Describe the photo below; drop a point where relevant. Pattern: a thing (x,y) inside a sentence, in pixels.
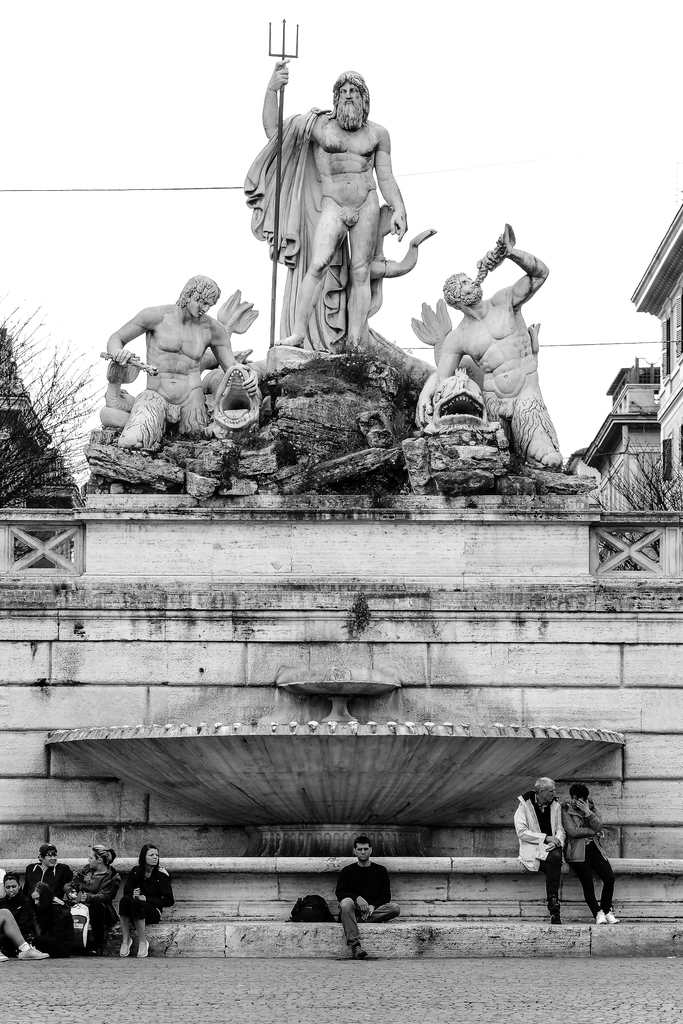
In this image we can see group of persons (104,885) sitting on the ground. One person (535,822) wearing white coat (557,818). In the background (214,393), we can see several statues (437,330), trees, group of buildings (682,399) and sky (478,132).
